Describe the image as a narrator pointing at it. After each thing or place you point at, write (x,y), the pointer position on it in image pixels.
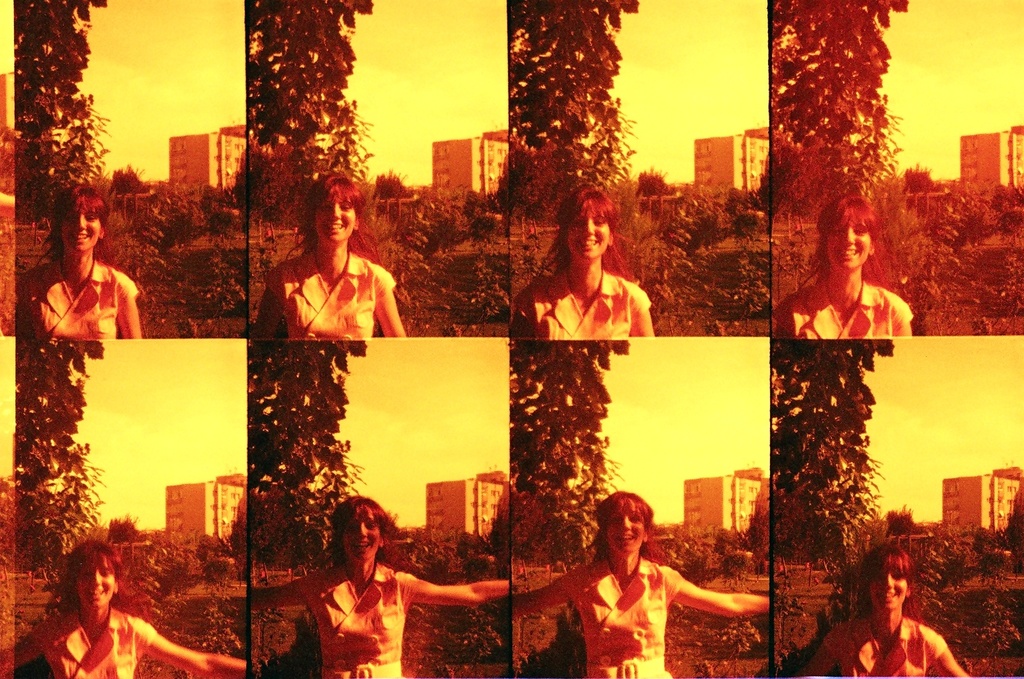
The picture is collage of images. In this picture we can see a woman (62,250) with a smiley face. In this picture in every image there are plants (238,544), trees (507,558), buildings (207,495) and sky (612,376).
